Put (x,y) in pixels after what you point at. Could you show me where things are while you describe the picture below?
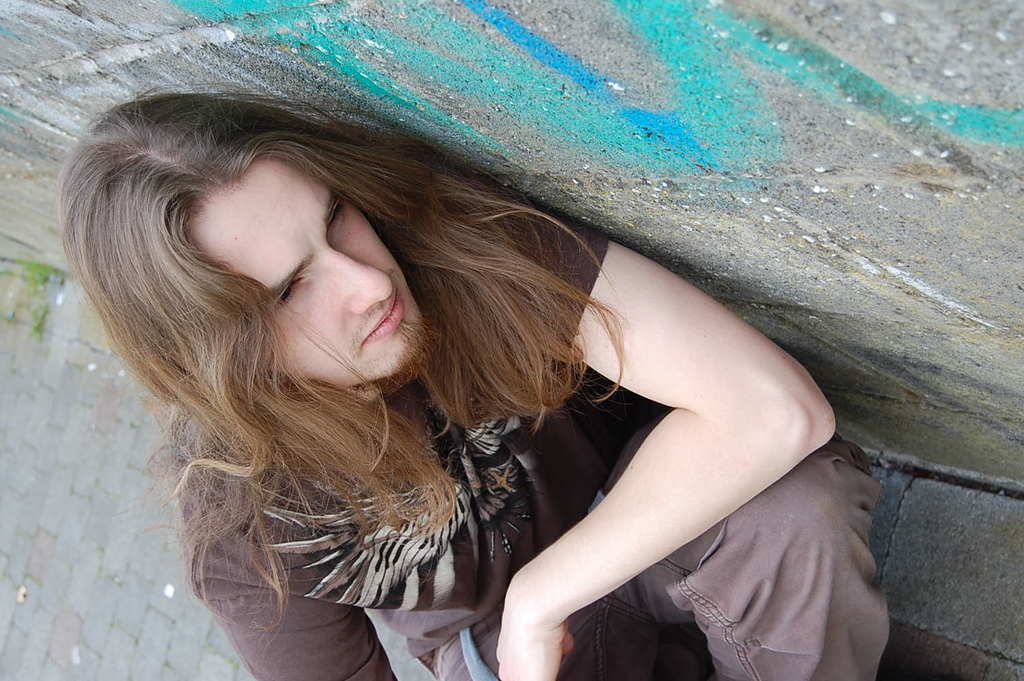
In this image we can see a person (389,455) with a long hair (389,455). Beside the person (554,360) we can see a wall (816,113).
